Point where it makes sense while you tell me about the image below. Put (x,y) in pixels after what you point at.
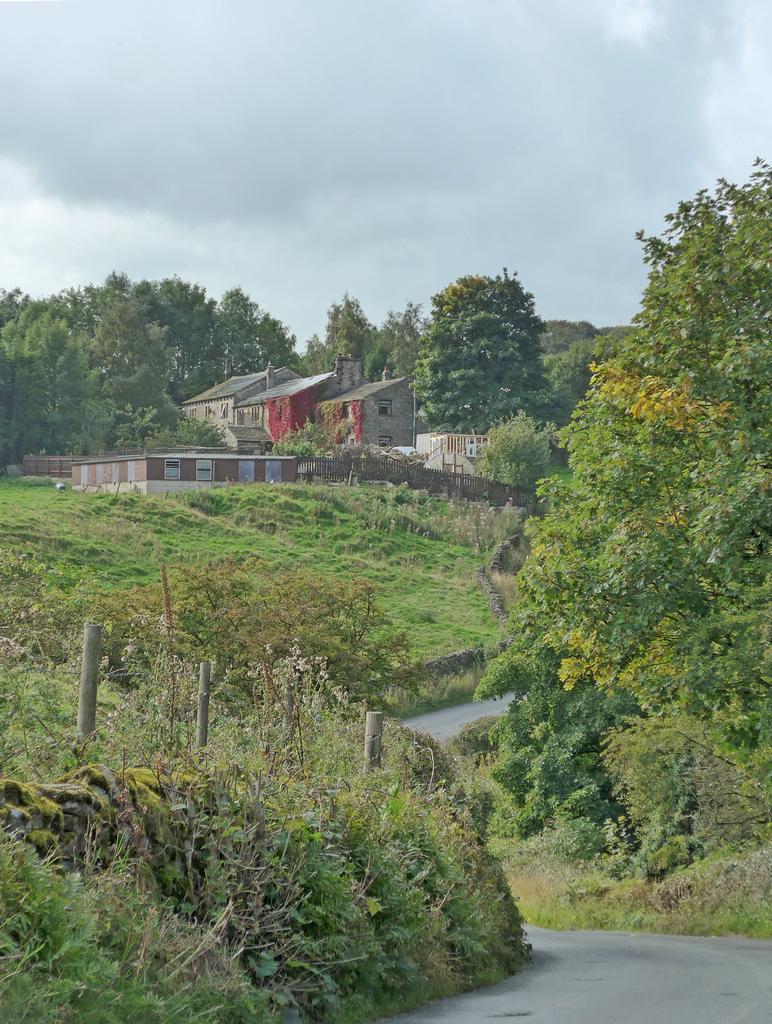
It is a beautiful scenery there is a lot of grass (416,610) on the either side of the road (469,720) and on the left side (194,404) there are two houses (296,411) and around the houses (219,396) there are plenty of trees (570,377).
